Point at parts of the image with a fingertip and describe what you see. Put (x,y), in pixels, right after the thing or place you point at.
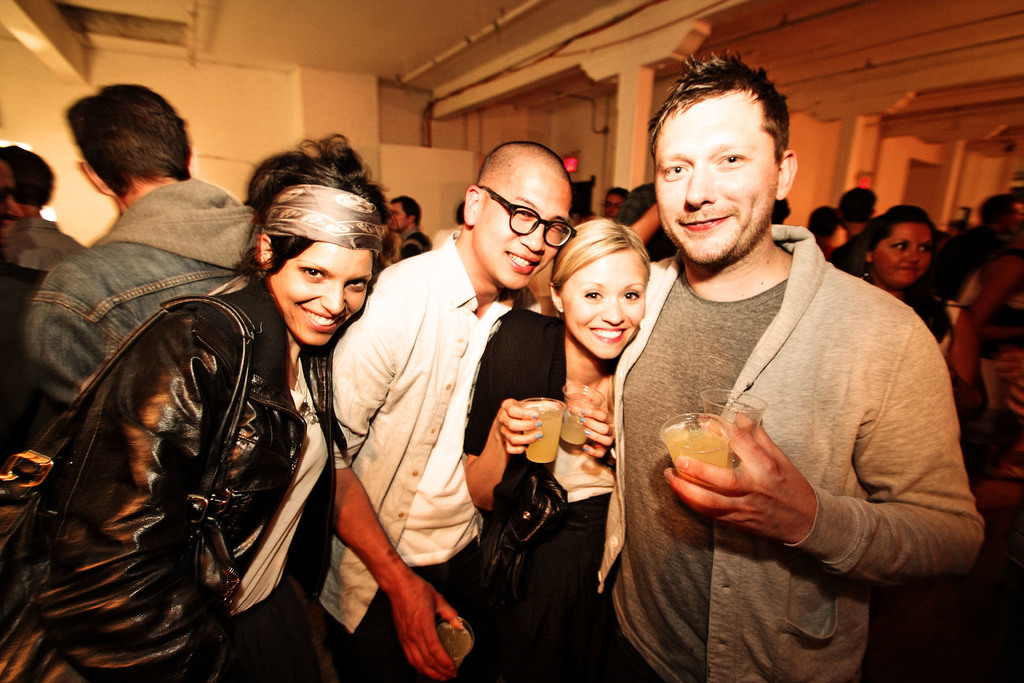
It is a party, there are a lot of people (101,114) in a room (960,149) and in the front (379,413) there are four people (506,469) were posing for the photo, they are smiling and also holding some glasses (536,412) with their hand (804,486) and in the background (213,109) there is a wall (253,70).
